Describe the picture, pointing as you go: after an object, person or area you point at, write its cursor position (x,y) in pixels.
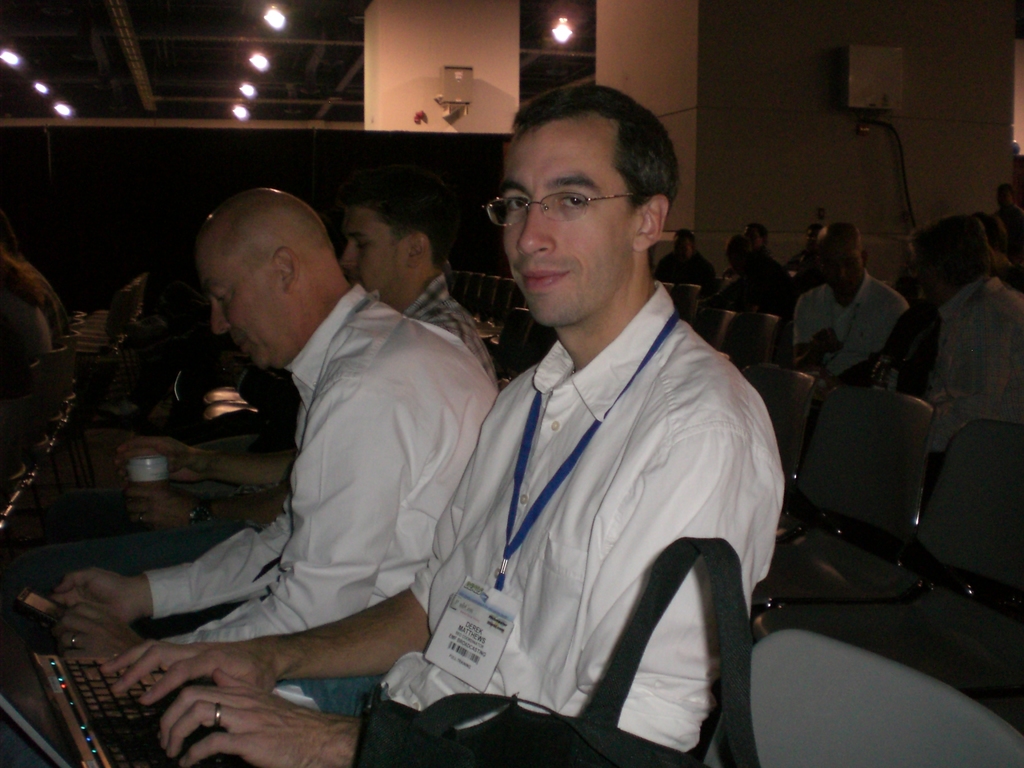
In this image there are group of people (340,398) who are sitting, and in the foreground (469,554) there is one person (180,680) sitting and he is holding a laptop (149,706) and typing and there is a bag (384,730) and some of them are holding some glasses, mobiles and some other things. In the background (851,161) there is a wall (851,161), pillars (886,114), object (877,70). At the top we could see some lights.
